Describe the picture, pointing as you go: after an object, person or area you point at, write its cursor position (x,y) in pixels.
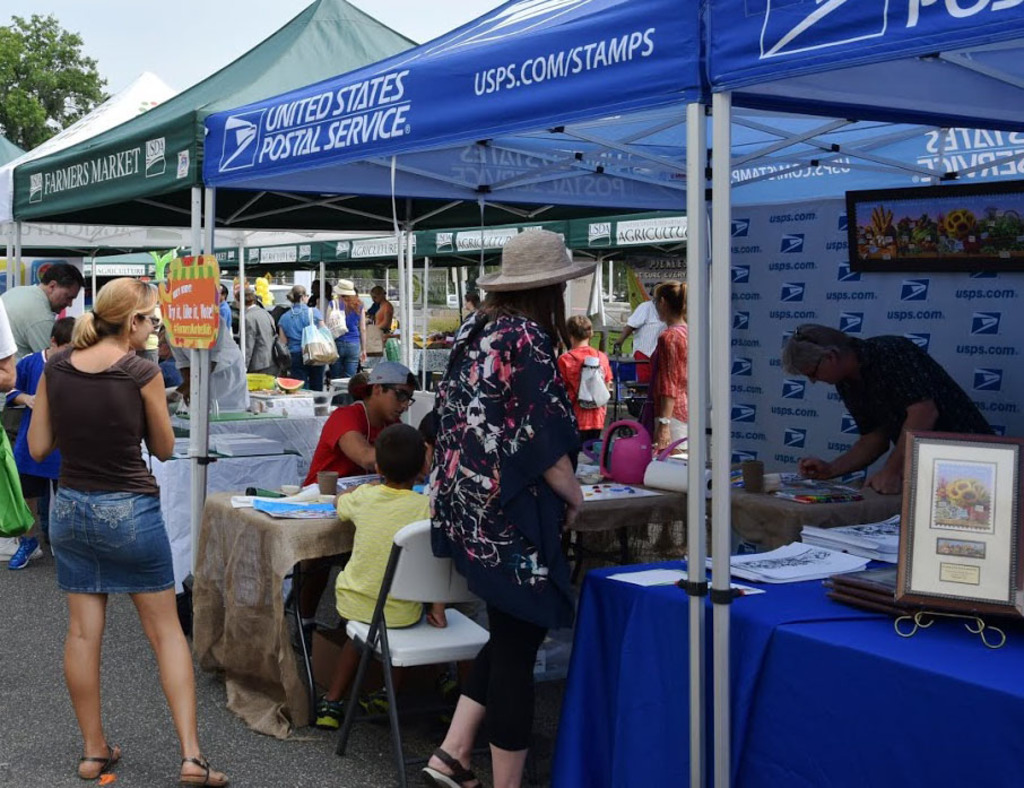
In this image we can see few persons (543,521) are standing and few other persons (348,510) are sitting on the chairs (407,532) at the tables (780,684) and on the tables (313,432) we can see frames (937,437) and objects (327,510). We can see tents (337,127) and objects (622,350). In the background (398,262) we can see few persons (66,339), tree (49,107), tents (280,252) and the sky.
